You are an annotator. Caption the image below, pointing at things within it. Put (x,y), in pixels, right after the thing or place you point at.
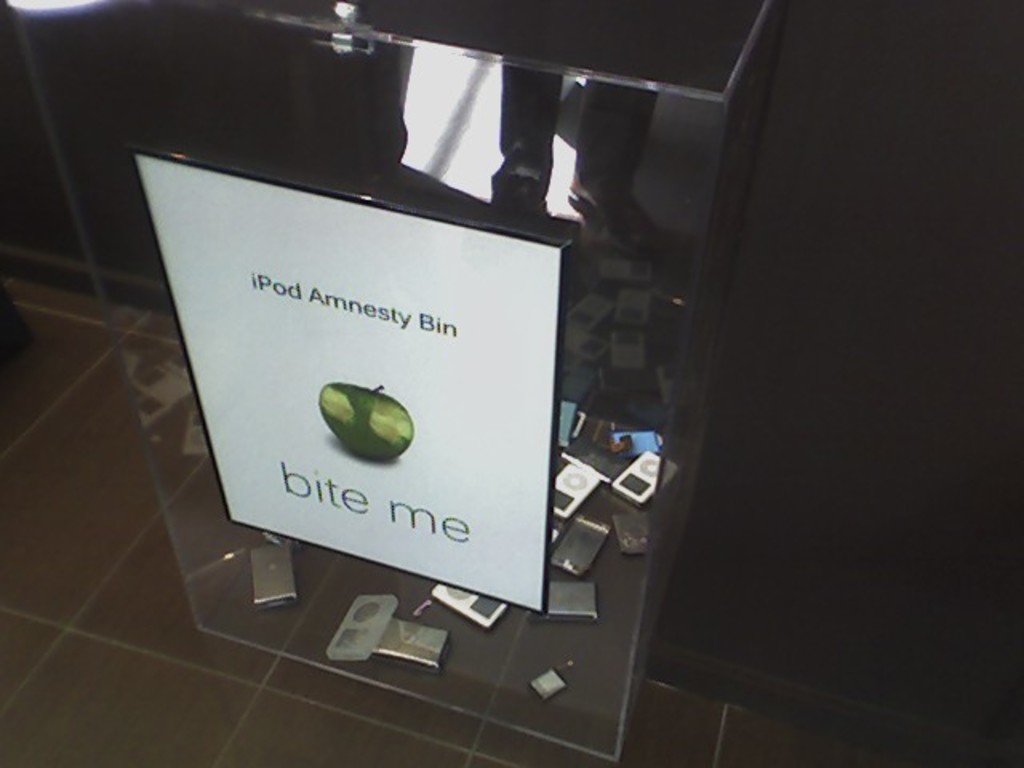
In the picture I can see the glass box (607,336) on the floor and there are gadgets (582,521) in the glass box (521,635).
